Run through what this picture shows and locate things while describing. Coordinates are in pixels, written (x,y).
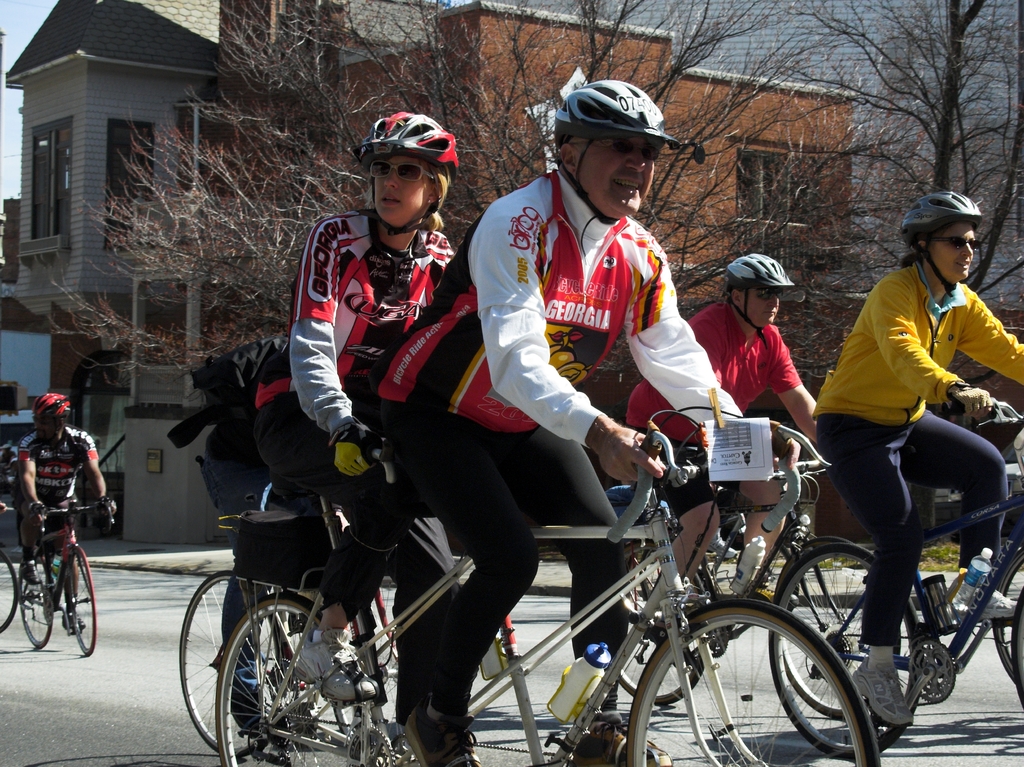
This picture is clicked outside the city. Here, we see five people (584,370) riding bicycle (663,536). Behind them, we see trees (234,186) and a building (498,33) which is red in color. Beside this building (490,67), we see a grey color building (100,83).
